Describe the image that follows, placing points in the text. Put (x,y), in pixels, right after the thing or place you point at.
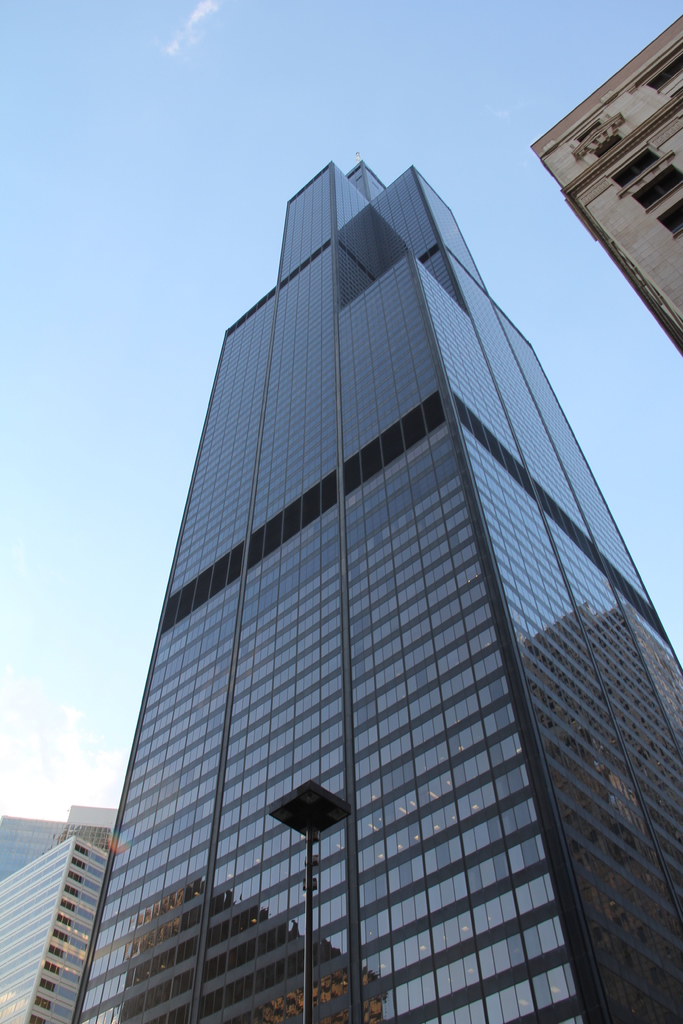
In this image I can see many buildings (270,525). There is a pole (308,875) in-front of the building (284,885). In the background (152,441) I can see the sky (156,288).
